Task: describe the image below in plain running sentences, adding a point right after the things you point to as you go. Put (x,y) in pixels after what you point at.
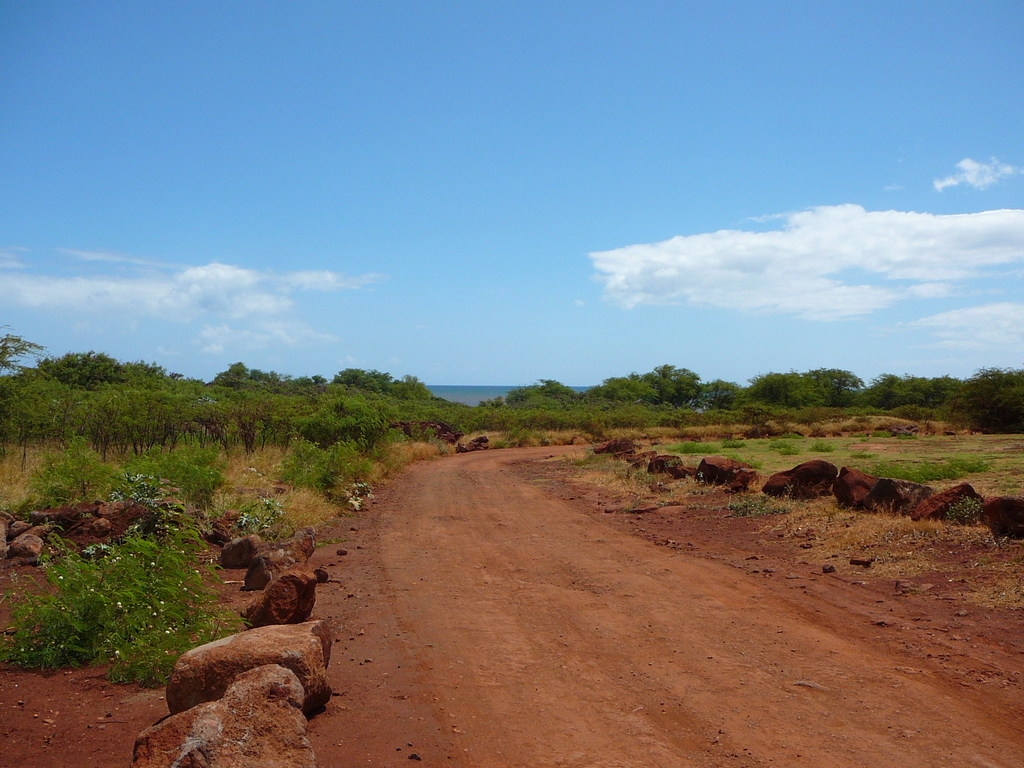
In this picture I can see rocks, plants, there are trees (950,403), and in the background (340,228) there is the sky (369,304).
